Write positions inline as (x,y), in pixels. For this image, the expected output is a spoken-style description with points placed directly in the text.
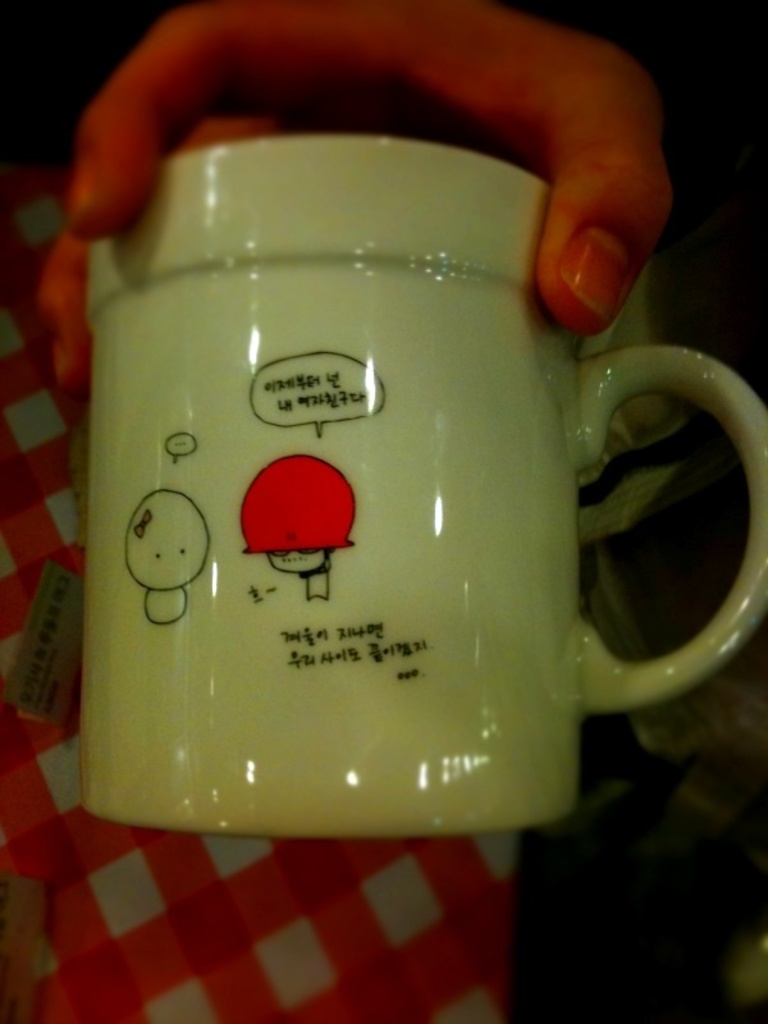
There is a hand (225,88) of a person (338,59), holding a white color cup (401,501) on which, there are paintings (319,501) and texts (340,652). And the background (716,157) is dark in color.
